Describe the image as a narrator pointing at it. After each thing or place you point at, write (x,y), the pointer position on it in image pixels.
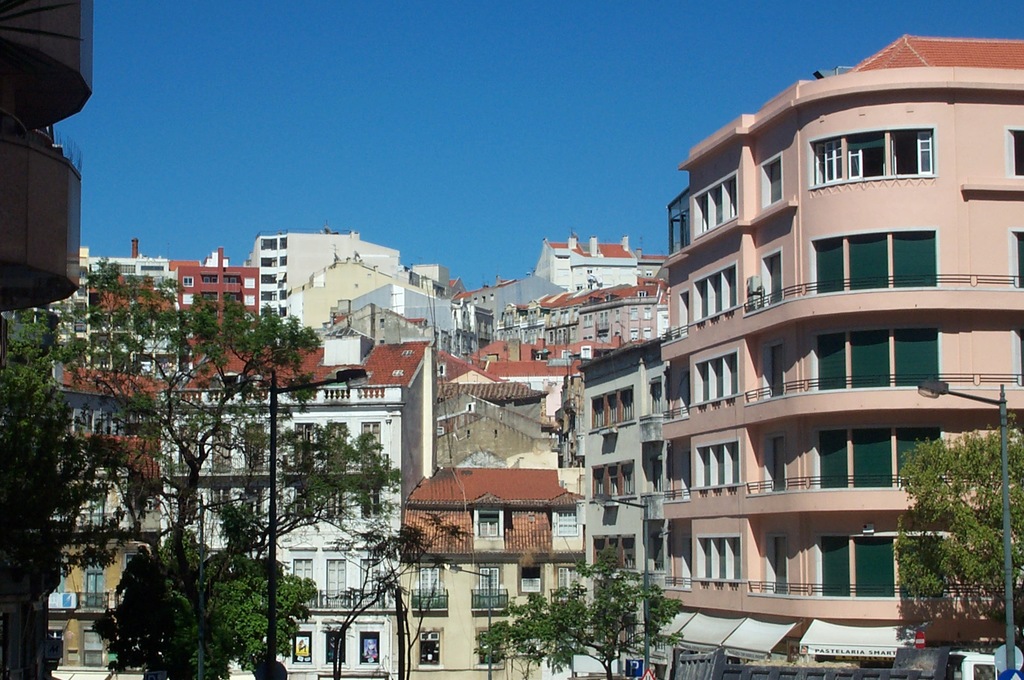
In this image in the middle (565,352), there are many buildings (468,401), trees (251,456), electric poles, street lights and windows (823,468). At the bottom (751,645) there are tents (711,647). At the top (458,144) there is sky (376,127).
